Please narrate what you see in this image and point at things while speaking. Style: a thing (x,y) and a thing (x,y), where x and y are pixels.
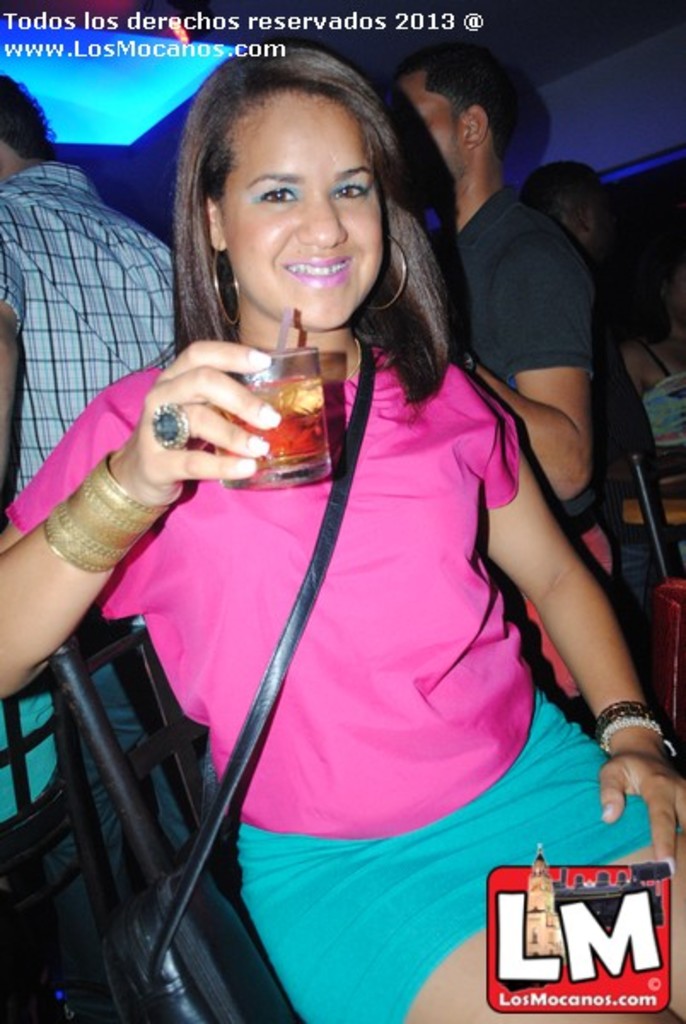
In the foreground of the picture (393,496) there is a woman (356,360) in pink dress (352,612) holding a glass (262,430) and sitting in a chair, behind her there are people (531,257) standing. At the top (188,47) there is a light (203,71) to the ceiling (164,58). At the top (52,47) there is text (68,30). At the bottom (551,907) towards right (569,921) there is a logo (601,928).
